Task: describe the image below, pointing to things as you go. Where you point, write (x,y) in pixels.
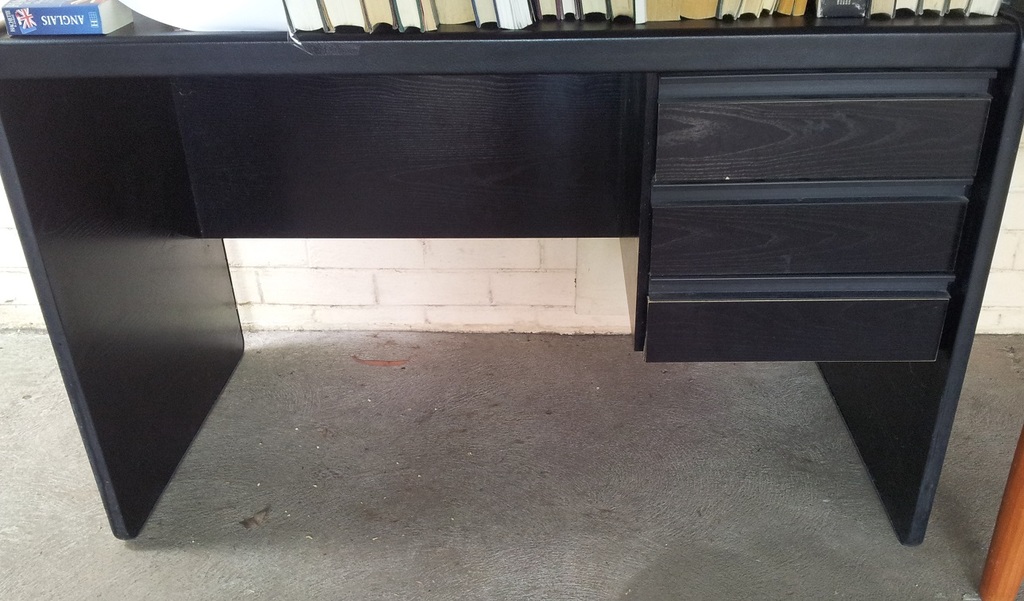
In the foreground of this picture (737,147), there is a black desk (882,185) on which books (845,3) are placed.
